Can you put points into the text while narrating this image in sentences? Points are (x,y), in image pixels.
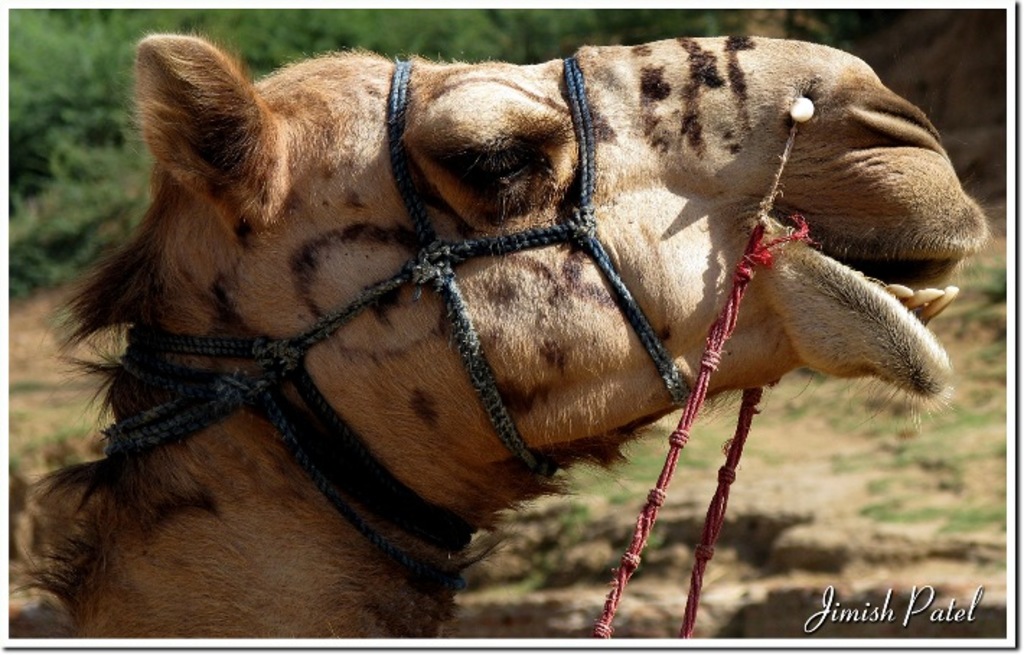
In this picture we can see camel's face (460,504). In the background (897,18) we can see trees (40,41). On the bottom right corner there is a watermark (818,620). Here we can see ropes (617,276).
